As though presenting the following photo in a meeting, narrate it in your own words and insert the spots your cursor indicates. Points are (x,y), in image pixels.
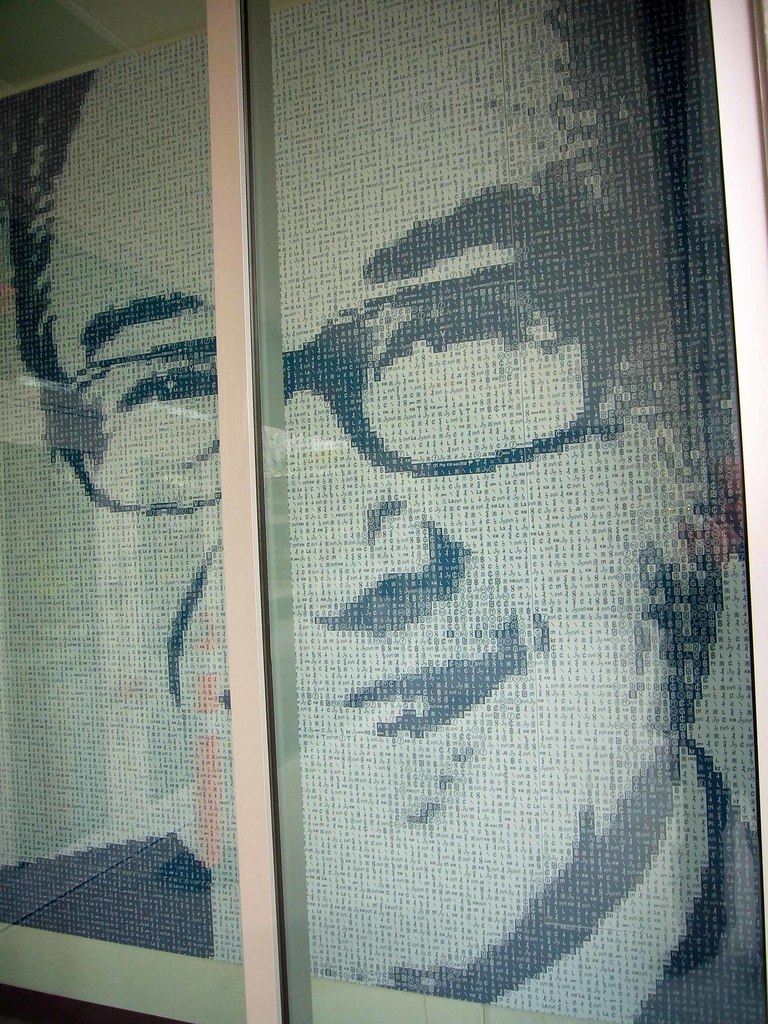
In this image we can see a picture (304,524) of a person (322,671) on the wall (41,975).
